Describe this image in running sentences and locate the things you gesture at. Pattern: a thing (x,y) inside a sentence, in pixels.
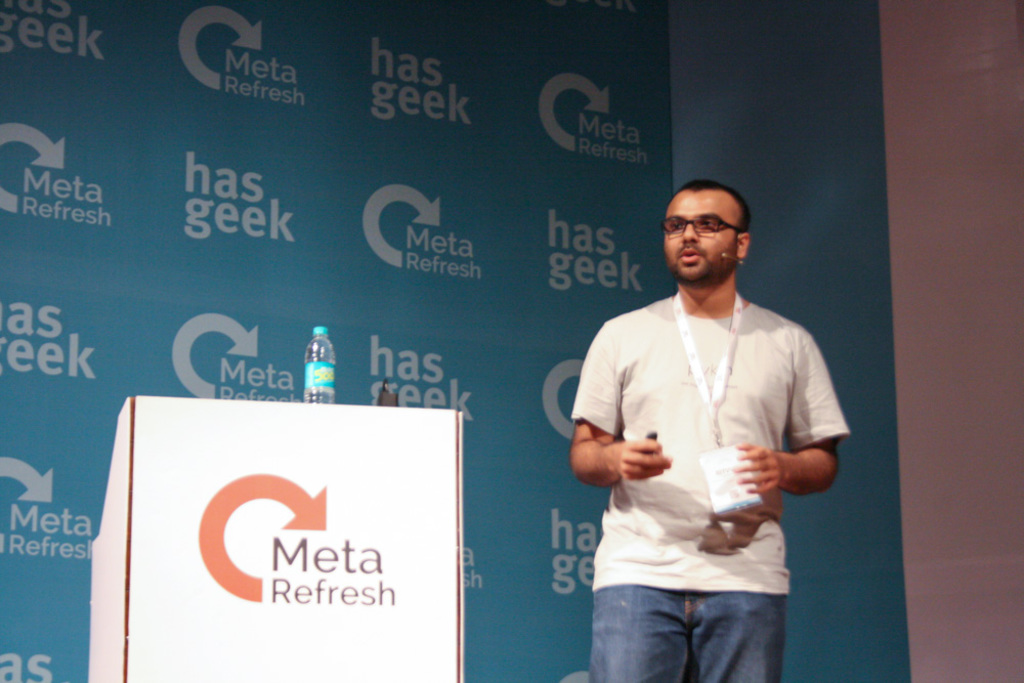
In this image I can see a man (634,419) is standing and I can see he is wearing white t shirt (684,439), blue jeans (705,617), an ID card (733,450) and specs (670,225). I can also see a white colour podium (392,408) over here and on it I can see something is written. I can also see a water bottle (310,385) and in the background (286,321) I can see something is written at many places.
